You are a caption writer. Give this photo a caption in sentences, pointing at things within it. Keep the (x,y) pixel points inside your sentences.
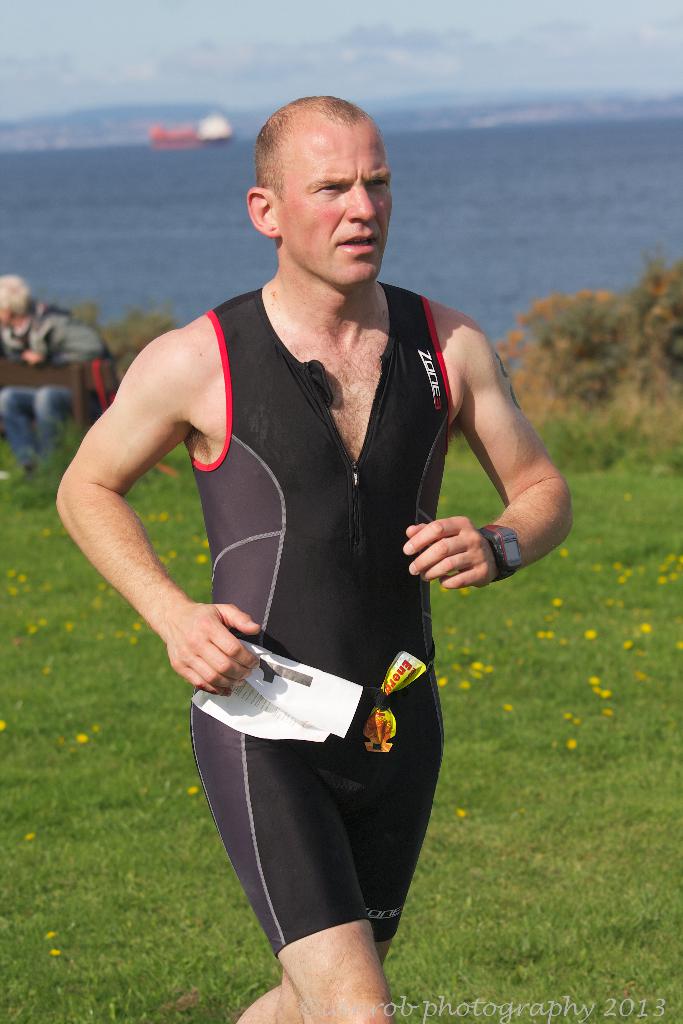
In this image I can see a person (330,535) running on grass (662,925) and wearing a black color t-shirt (300,519) and at the top (227,79) I can see the sky (588,57) and in the middle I can see the lake (53,248) and a person (31,332) sitting on bench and grass (596,504) and plants (574,320).
